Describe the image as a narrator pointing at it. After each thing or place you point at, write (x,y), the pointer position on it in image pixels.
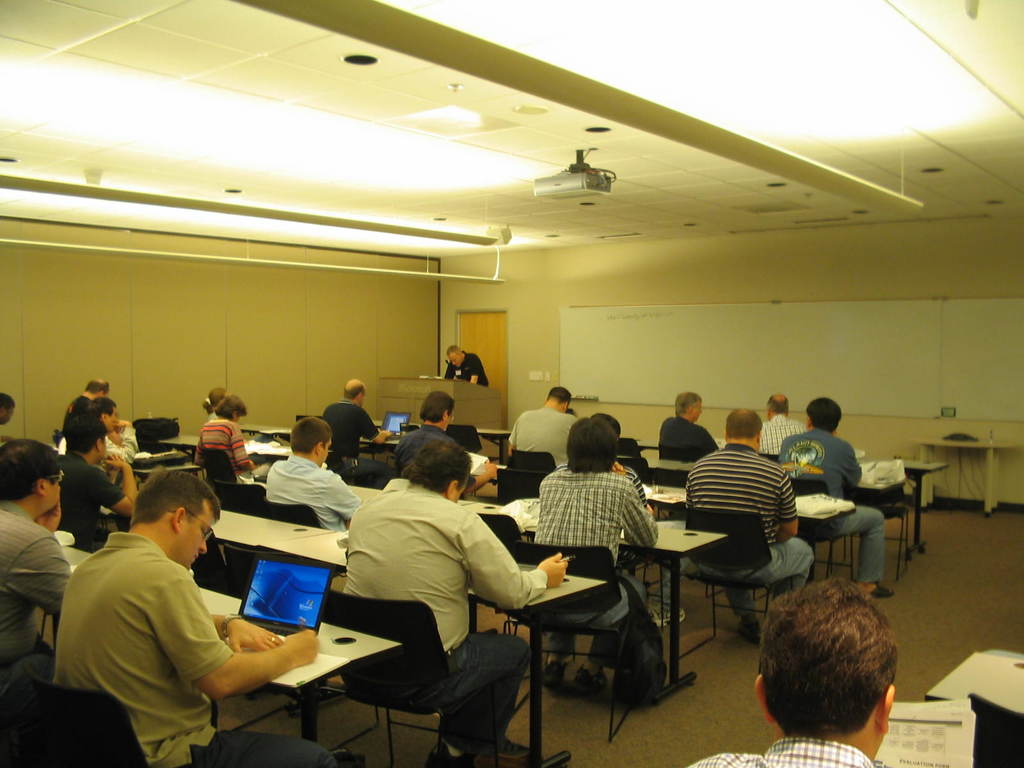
This is a ceiling (554,152) with lights (837,181) and projector (590,185). Here we can see a white board (751,379). We can see one man (449,351) standing in front of a podium (498,404). We can see all the persons (395,550) sitting on chairs (750,588) in front of a table (202,595) and on the table (325,552) we can see laptops (278,570), papers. This is a floor (736,678).
